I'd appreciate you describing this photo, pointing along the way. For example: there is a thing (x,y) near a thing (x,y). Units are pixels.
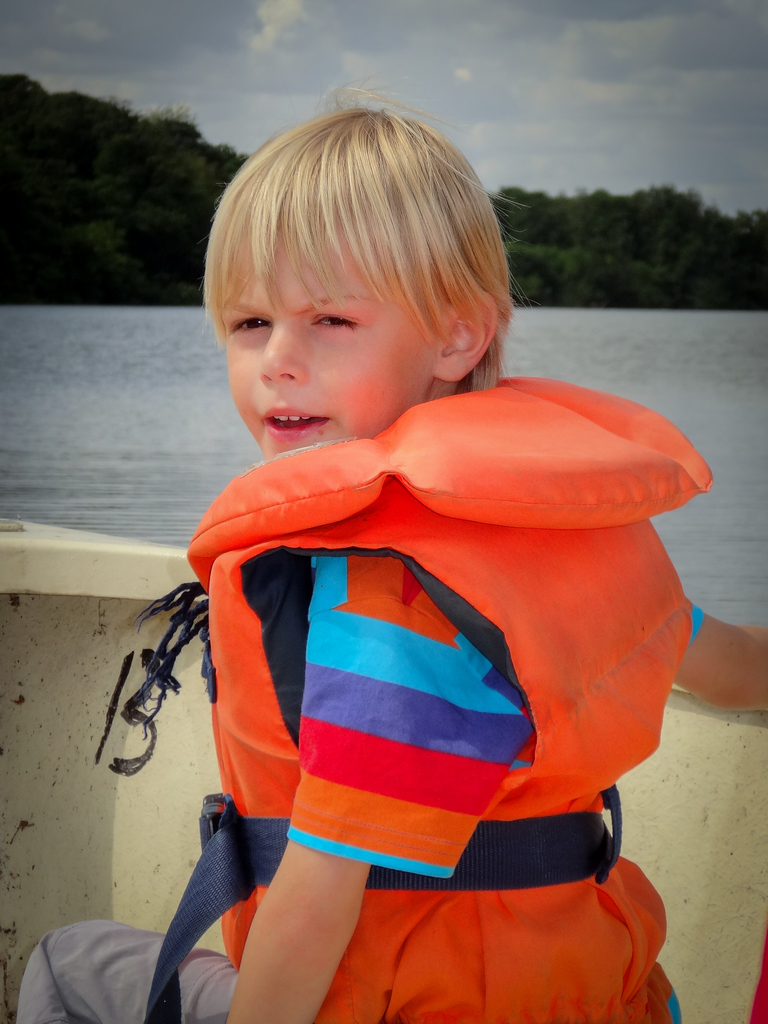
In the image we can see a boy (487,739) and life jacket (591,608). He is sitting in the boat (97,676). Here we can see water (127,385), trees (180,139) and the cloudy sky (527,80).
